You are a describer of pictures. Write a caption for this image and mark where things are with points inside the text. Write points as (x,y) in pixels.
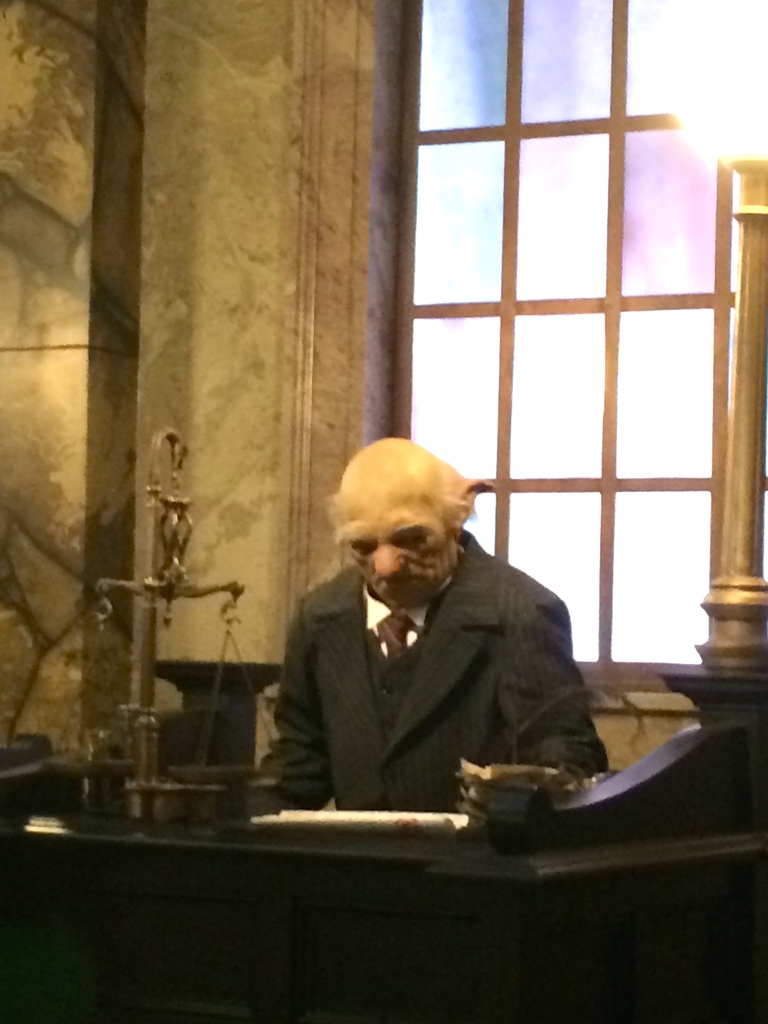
There is a person (448,558) in black color suit (469,579), sitting on a chair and reading a book (440,821). In front of him, there is a balance (211,690) on the table (705,801). In the background (560,443), there is a glass window (545,339) near wall (273,351).
